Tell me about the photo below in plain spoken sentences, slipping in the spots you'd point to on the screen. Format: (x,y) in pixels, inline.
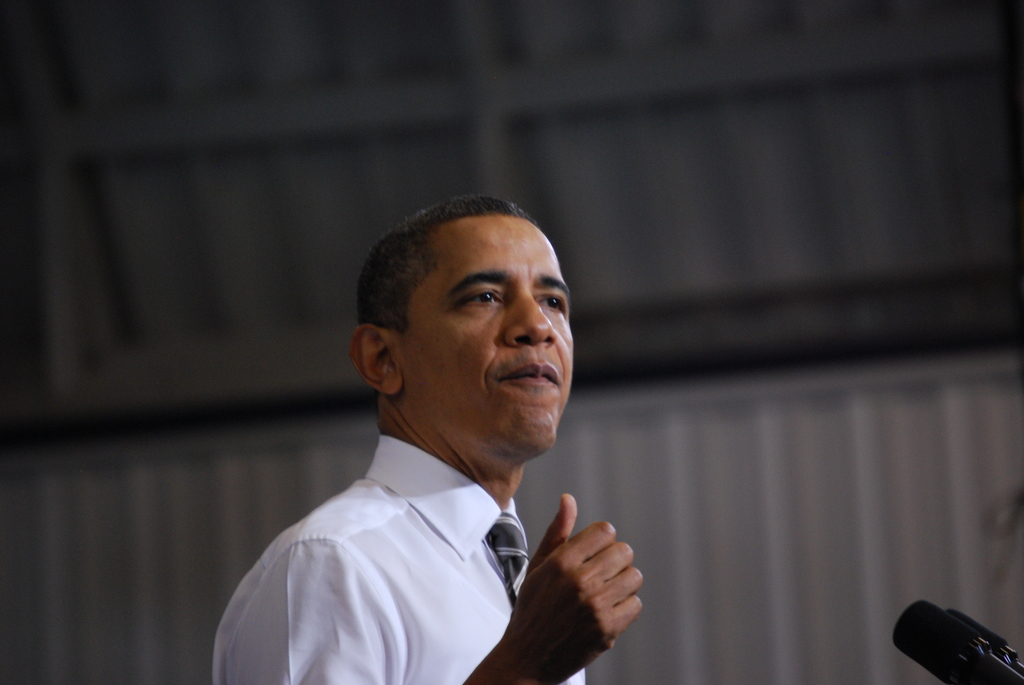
In this picture we can see a person (417,649) and mics (917,622) on the right side (985,663).
